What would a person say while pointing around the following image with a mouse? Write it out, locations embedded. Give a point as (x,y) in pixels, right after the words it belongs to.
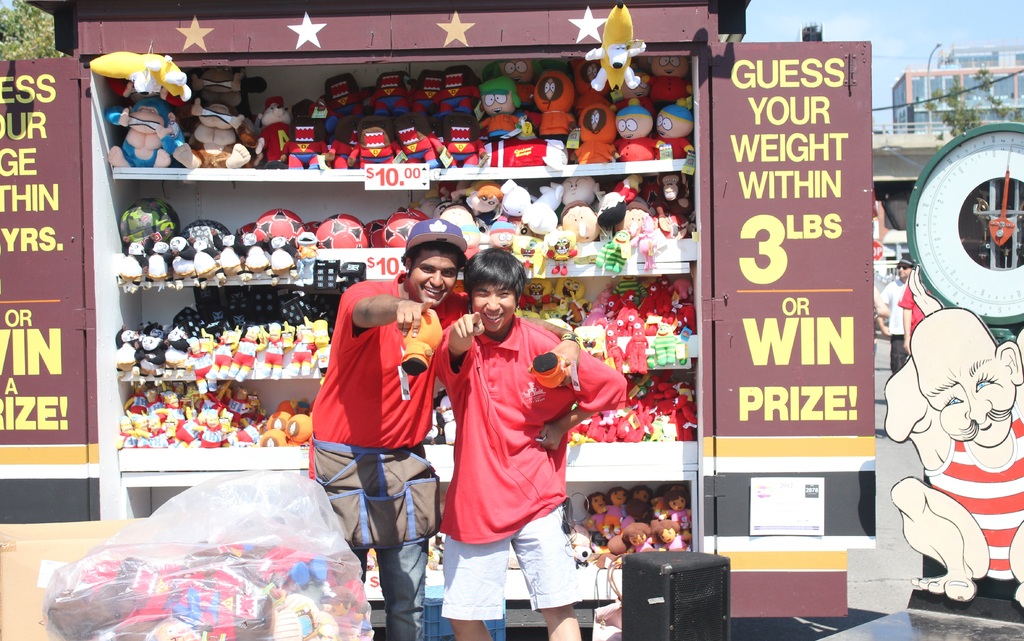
In this image we can see men (433,514) standing and smiling by holding toys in their hands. In the background (402,119) we can see toys (597,102) placed in the rows, advertisement boards (759,190), speakers (661,592), buildings (961,74), trees (963,103) and sky (915,64).
